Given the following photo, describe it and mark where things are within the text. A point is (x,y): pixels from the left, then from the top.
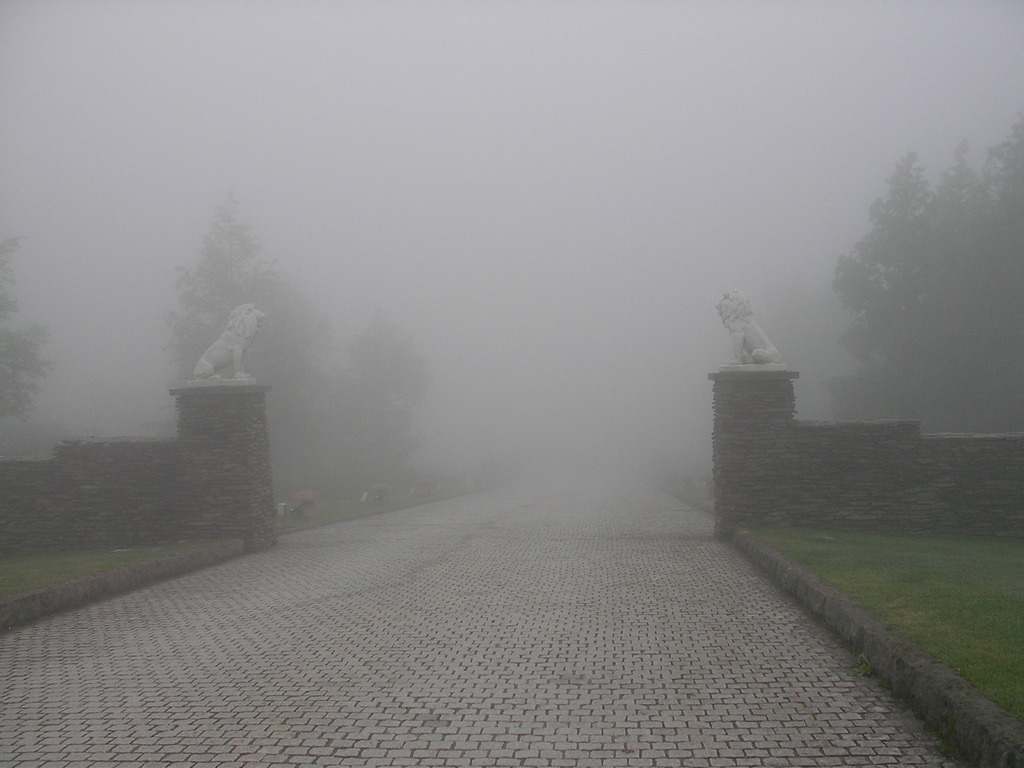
In this image I can see the road (545,563). To the side of the road (520,599) I can see the statues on the wall (271,519). In the background (497,145) I can see many trees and the fog (226,141).
